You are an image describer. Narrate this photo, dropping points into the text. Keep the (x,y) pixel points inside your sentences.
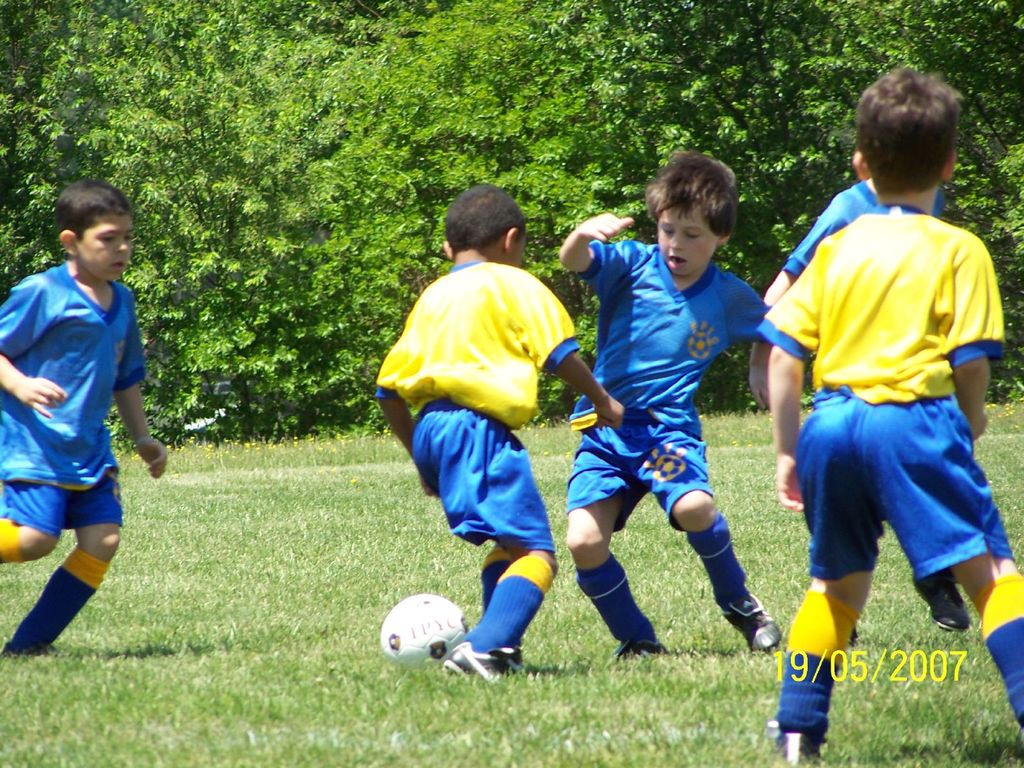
In this image there are kids (623,506) playing football (435,654) on a grassland (455,723), in the background (764,96) there are trees (796,143), on the bottom right (794,656) there is a date (962,653).
